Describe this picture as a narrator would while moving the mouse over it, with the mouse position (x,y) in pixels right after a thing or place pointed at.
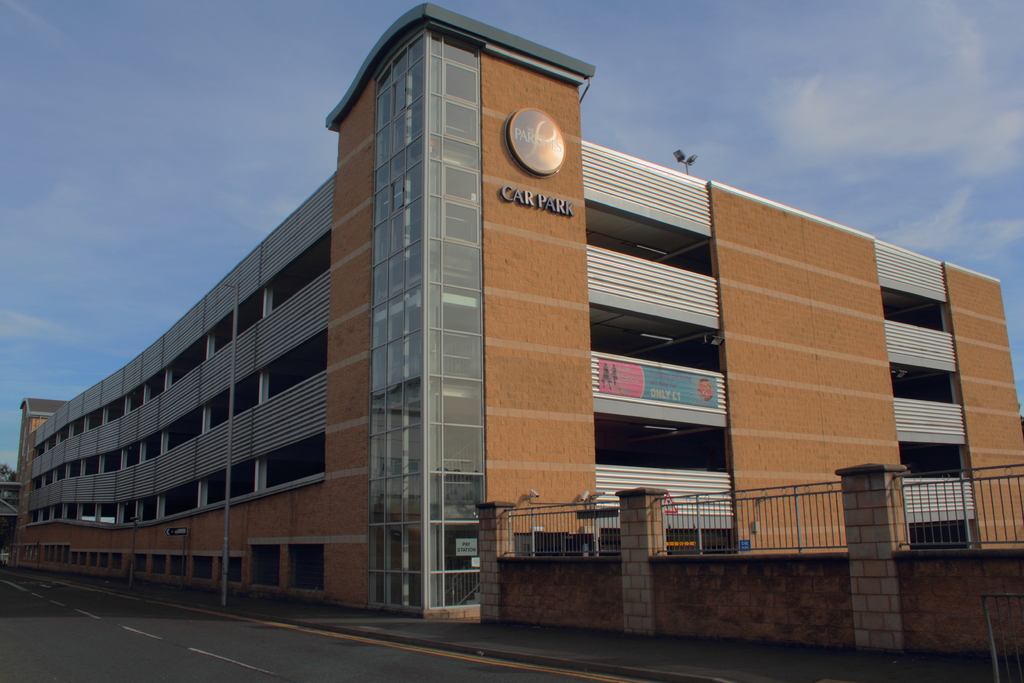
In this picture we can see the road (107,625), footpath (252,608), building (387,502), wall (924,601), fence (729,493), pole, posters (474,549) and some objects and in the background (304,146) we can see the sky (288,88).
